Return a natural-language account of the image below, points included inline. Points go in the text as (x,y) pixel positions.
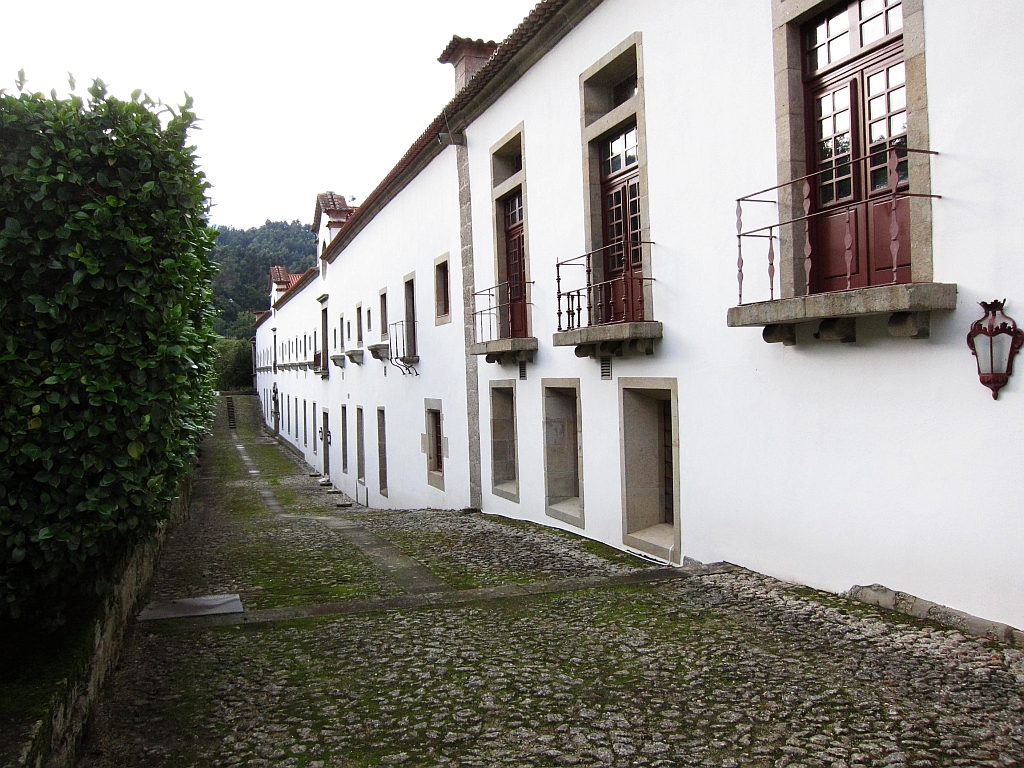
On the left (84,268) there are trees (56,415). In the center of the picture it is path (246,587). Towards right (775,185) there is a building (433,244) painted white and there are windows (509,397) and a lamp (1014,334). In the center of the background (258,252) there are trees (251,266). Sky (265,197) is cloudy.
